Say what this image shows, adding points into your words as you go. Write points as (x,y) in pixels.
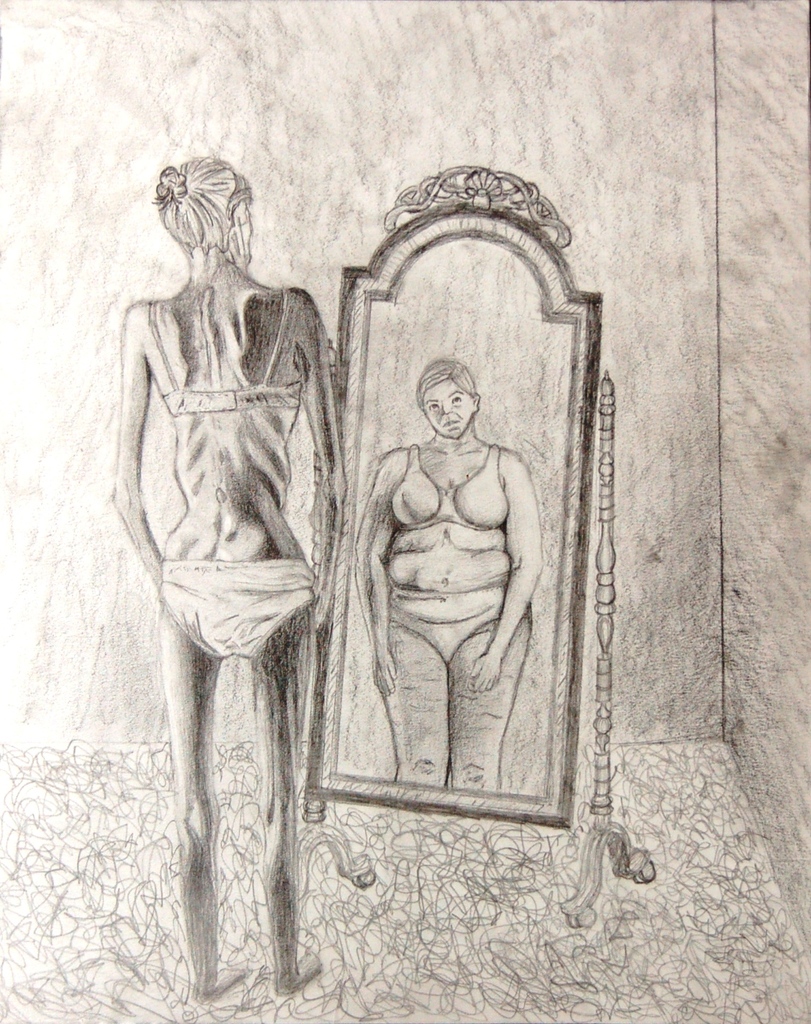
This is a sketch and here we can see a lady (210,471) and on the right (549,509), there is a mirror (545,375) and through the mirror (452,518) we can see a lady (422,509).
